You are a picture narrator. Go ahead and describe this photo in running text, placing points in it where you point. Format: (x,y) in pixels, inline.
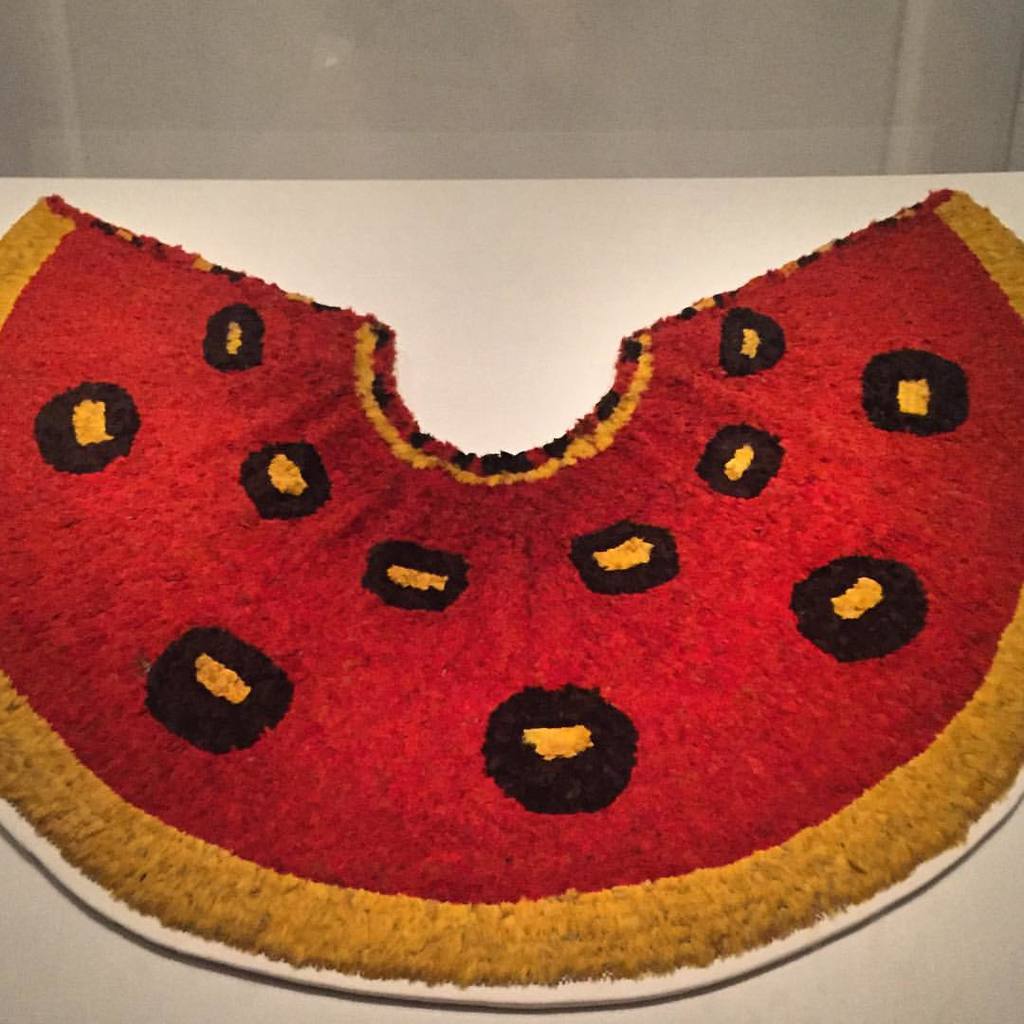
This image consists of a cape (612,656). It is in the shape of watermelon slice. It is in red color.
